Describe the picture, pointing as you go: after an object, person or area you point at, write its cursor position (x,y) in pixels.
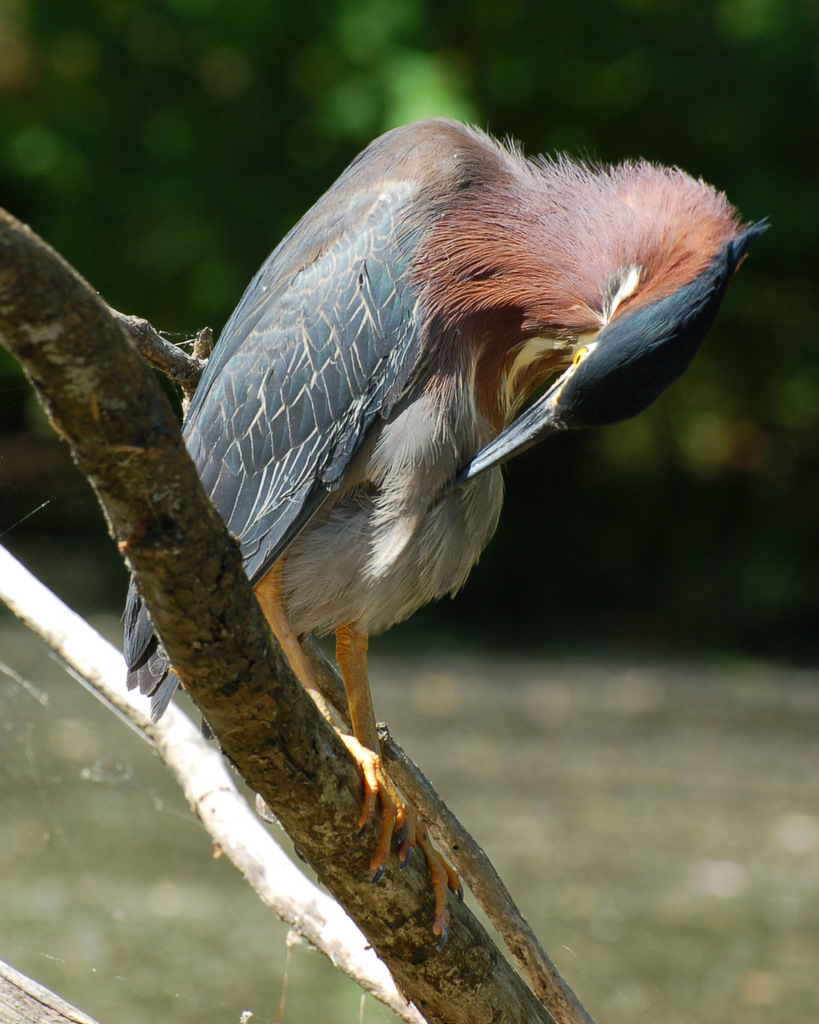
There is a bird (347,467) on branch (304,845). Background (246,923) it is blur and green.
